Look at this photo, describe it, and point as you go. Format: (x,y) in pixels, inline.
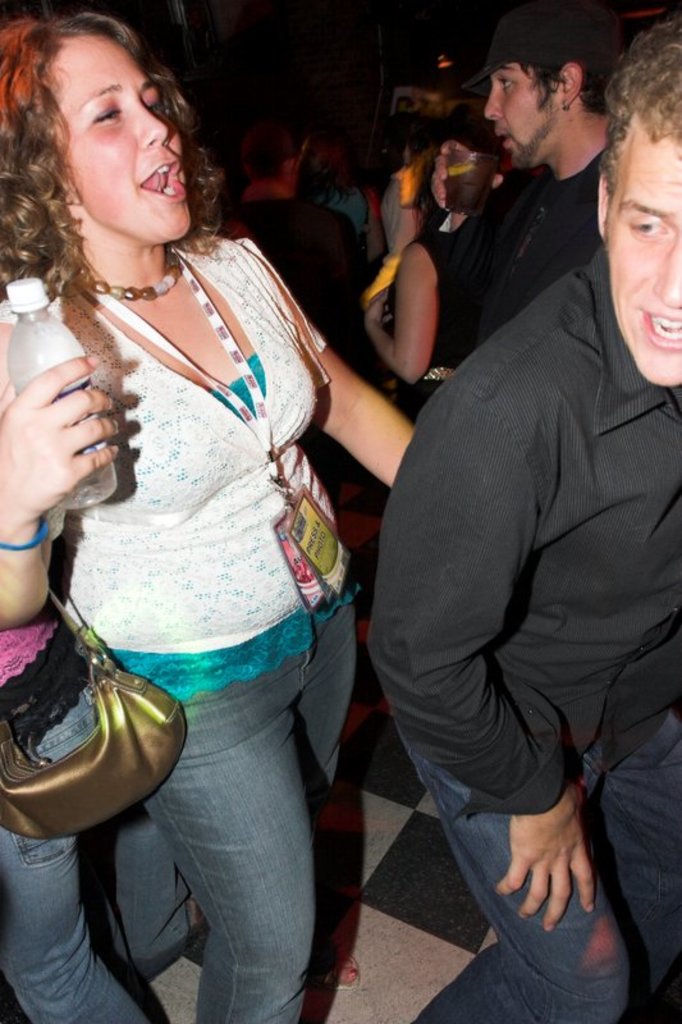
In the foreground of the picture (40,460) I can see two persons (617,693) and looks like they are dancing on the floor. There is a woman (201,565) on the left side (188,336) and looks like she's singing. She is carrying a bag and she is holding a water bottle (51,316) in her right hand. There is a man (528,193) on the top right side (568,125) and he is holding a glass (476,177). In the background (465,236), I can see a few persons (420,172).
